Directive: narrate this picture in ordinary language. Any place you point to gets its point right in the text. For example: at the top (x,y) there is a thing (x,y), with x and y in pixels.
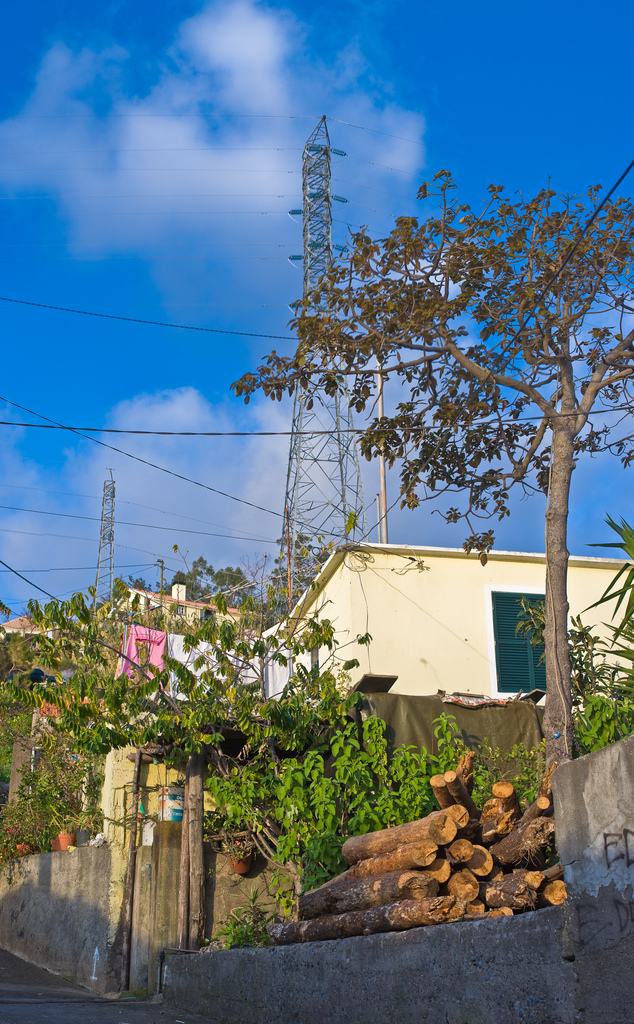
In this image we can see plants (293,742), logs (380,858), trees (334,685), towers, wires (37,426), and buildings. In the background (582,483) there is sky (514,29) with clouds (268,50).
